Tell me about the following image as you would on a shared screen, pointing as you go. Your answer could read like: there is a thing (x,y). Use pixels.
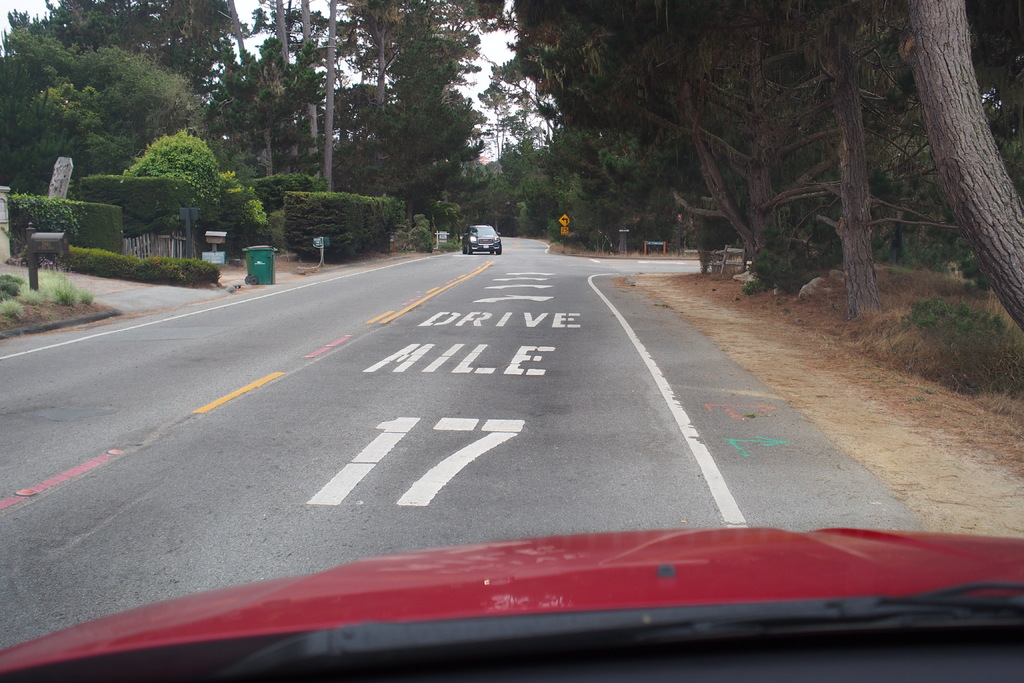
In this image we can see trees (786,28), plants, dustbin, car (495,232) and we can also see a road (378,445) with some text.
